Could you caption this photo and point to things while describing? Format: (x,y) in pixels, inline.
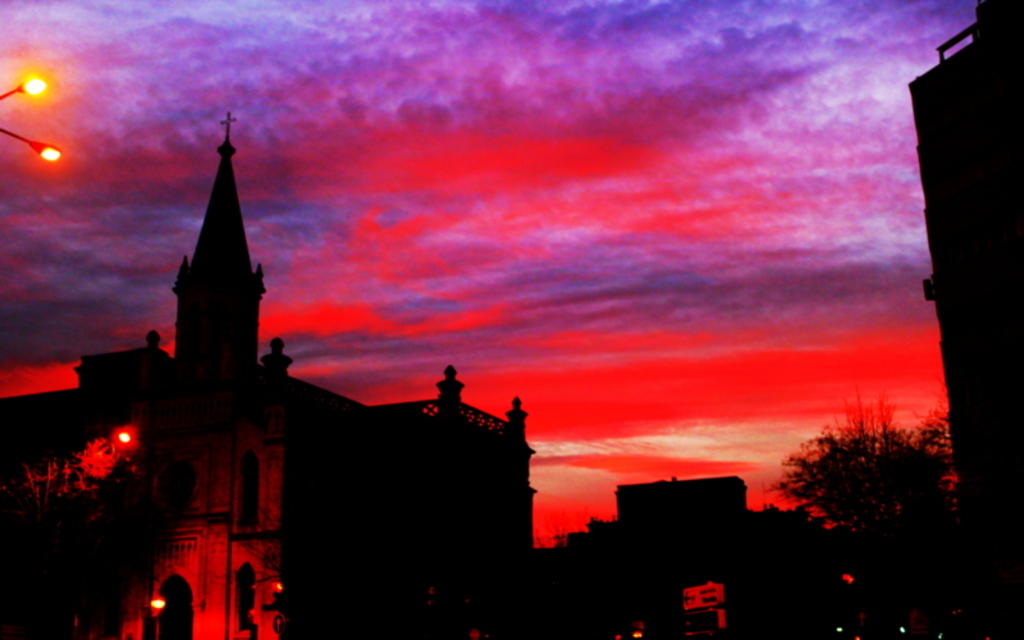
In this picture we can see few buildings (715,499), trees (952,489) and lights (15,89), in the background (658,442) we can see red color sky (674,415).
